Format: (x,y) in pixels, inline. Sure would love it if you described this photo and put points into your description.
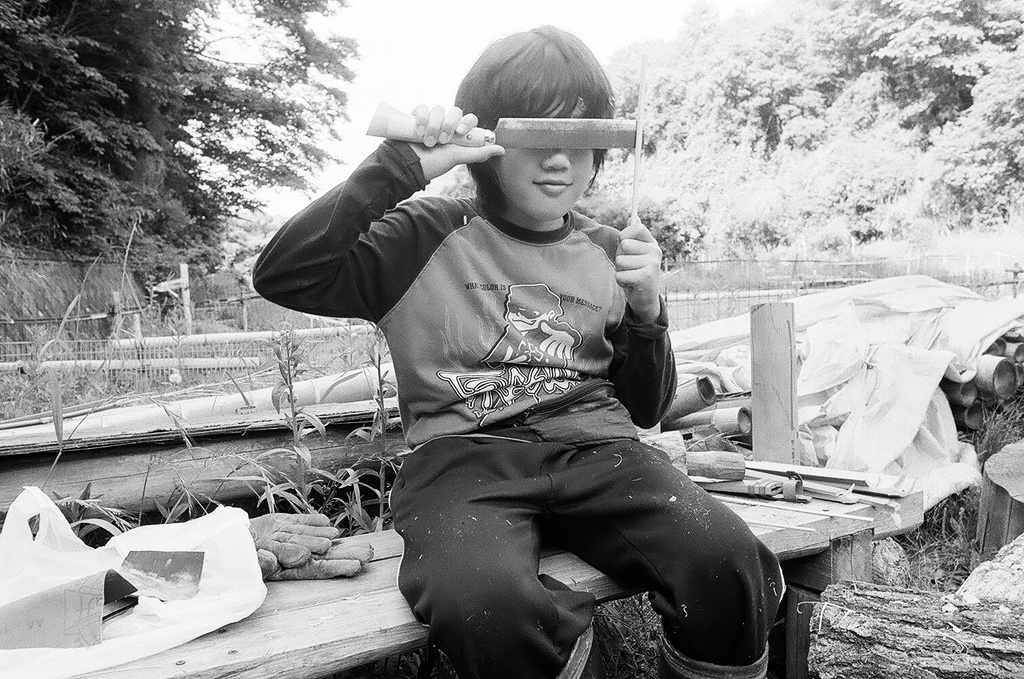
In this picture we can see a kid (578,391) sitting on a bench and holding something, in the background (759,129) there are some trees (288,23), we can see a plastic cover (231,575) here, there are two gloves (308,567) here.
